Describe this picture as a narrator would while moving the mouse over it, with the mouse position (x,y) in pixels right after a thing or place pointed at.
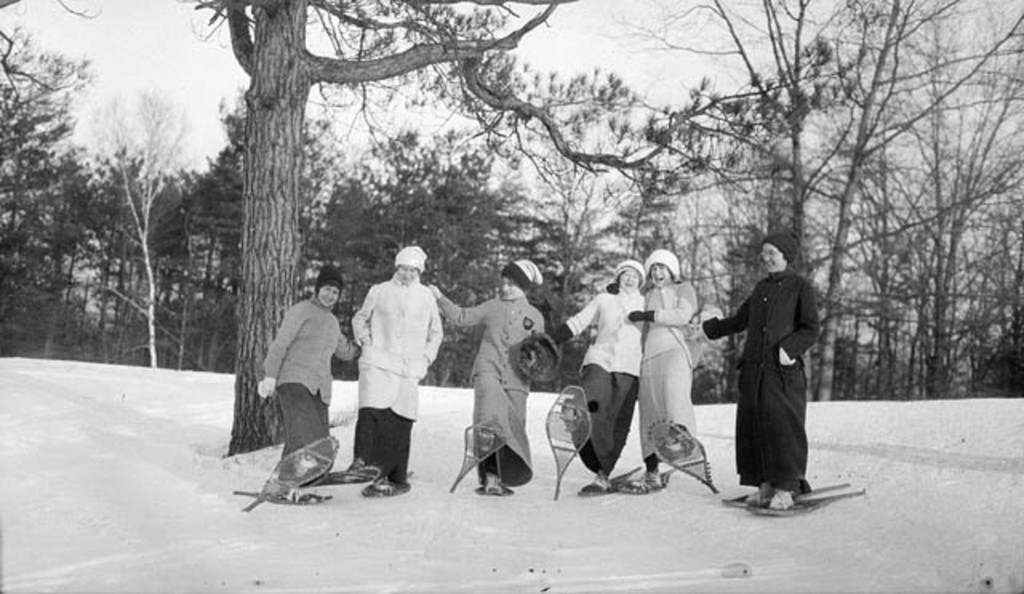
In this image I see 6 women (299,397) who are on snowshoes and they are on the snow (39,564). In the background (720,370) I see lot of trees (731,370).
